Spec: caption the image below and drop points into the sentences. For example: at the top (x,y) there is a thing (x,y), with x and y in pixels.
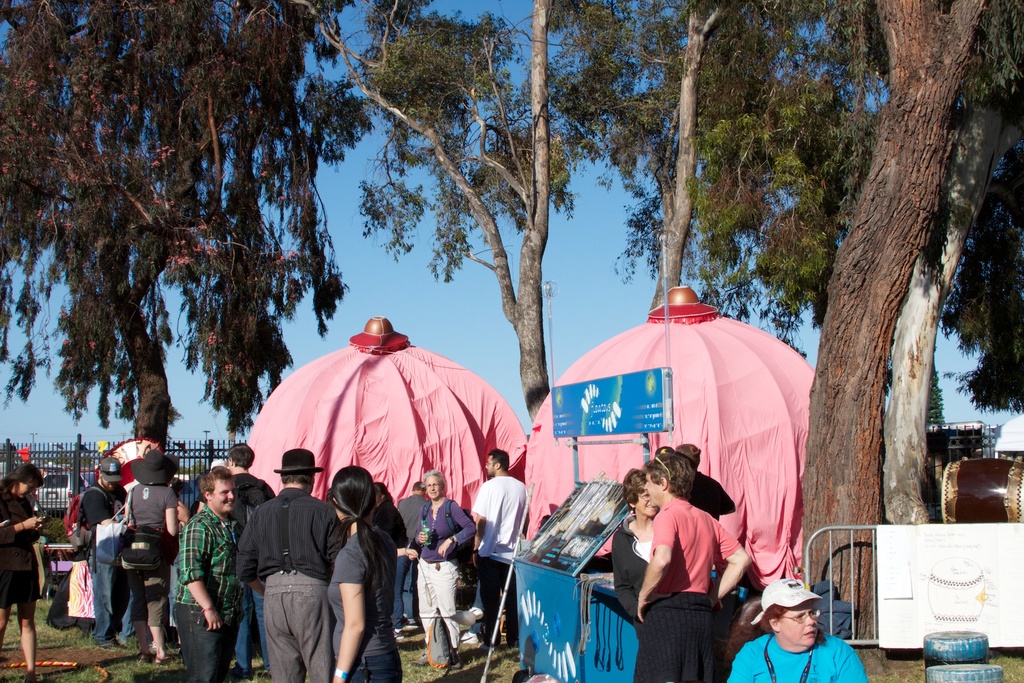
In the foreground of the image (319,625) we can see some people (281,618) are talking with each other and some of them are doing their work. In the middle of the image (379,389) we can see two tents (693,380). On the top of the image (389,100) we can see trees (745,102) and the sky (372,237).
